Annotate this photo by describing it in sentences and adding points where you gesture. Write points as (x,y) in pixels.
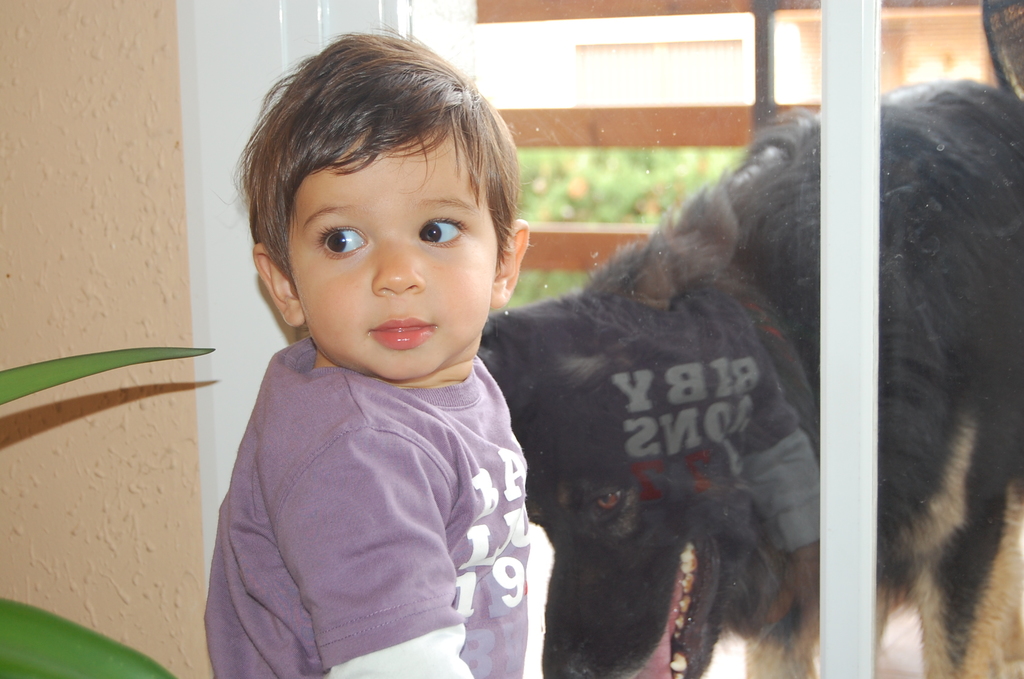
In this picture we can see a kid (317,472) and a dog (688,393), beside to the kid (374,289) we can find a plant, and also we can see glass (640,125).
